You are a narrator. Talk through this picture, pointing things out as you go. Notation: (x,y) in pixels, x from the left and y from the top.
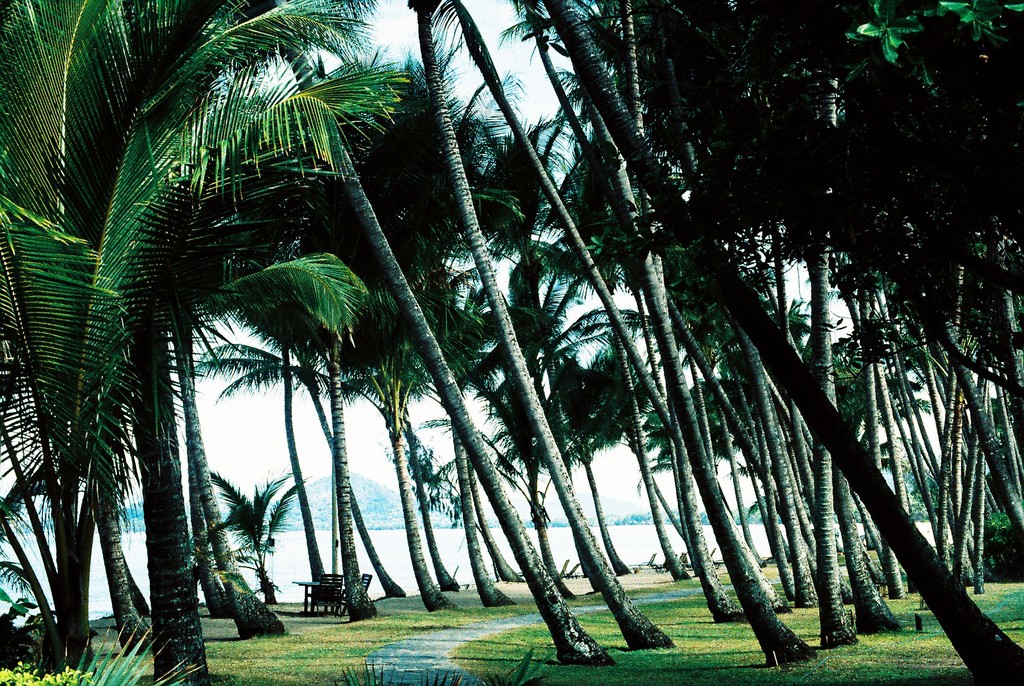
In this image there are some trees (392,409) in middle of this image (538,348) and there is a ground (412,643) in the bottom of this image (451,655). There is a Sea (330,571) as we can see from the bottom left side of this image (145,559), and there is a sky (245,438) in the background (383,419).
